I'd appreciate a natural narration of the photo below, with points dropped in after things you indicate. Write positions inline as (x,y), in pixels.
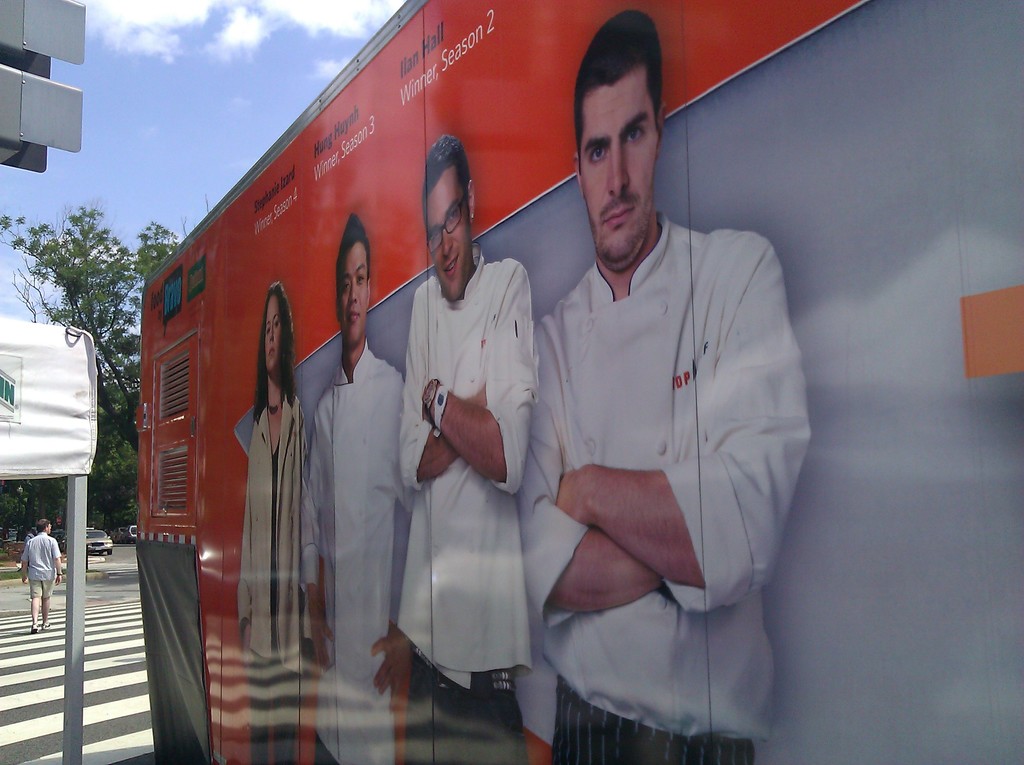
In this image there is a banner (352,155) on a vehicle (156,484). There are pictures (462,385) of four persons (519,368) standing on the banner (578,580). Above them there are logos (195,288) and text (330,161) on the banner (300,193). To the left (36,563) there is a person (42,575) walking on the zebra crossing (32,645). There are vehicles (108,540) moving on the road (123,580). In the background (49,498) there are trees (104,359). At the top (206,47) there is the sky (231,35).
